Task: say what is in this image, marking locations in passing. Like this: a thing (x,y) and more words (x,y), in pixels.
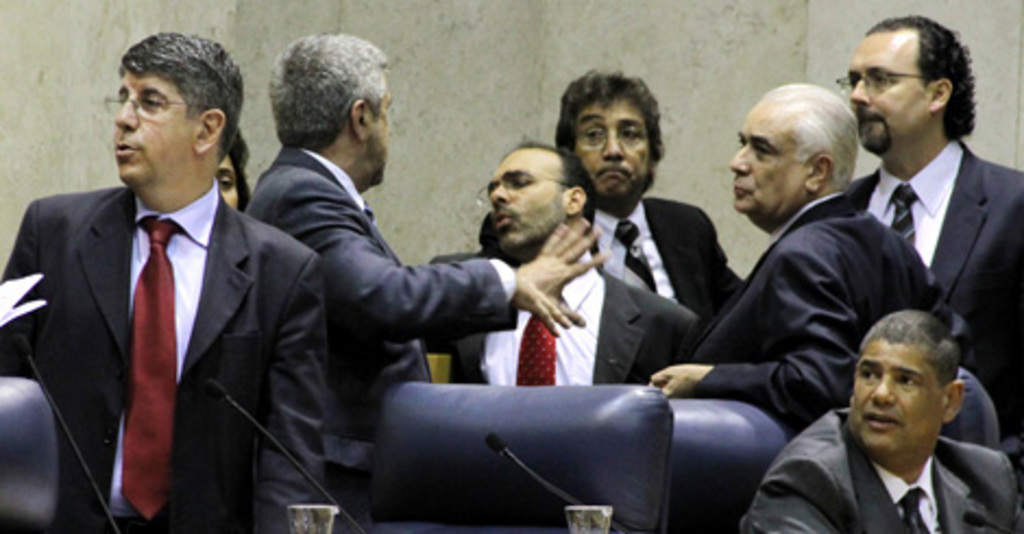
In this picture we can see some people (422,296) are standing near the chairs (990,419) and talking and wearing the suits (990,270), ties (151,511). At the bottom of the image (334,511) we can see the mics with stands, glasses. On the left side of the image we can see the papers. In the background of the image (188,29) we can see the wall (594,3).
